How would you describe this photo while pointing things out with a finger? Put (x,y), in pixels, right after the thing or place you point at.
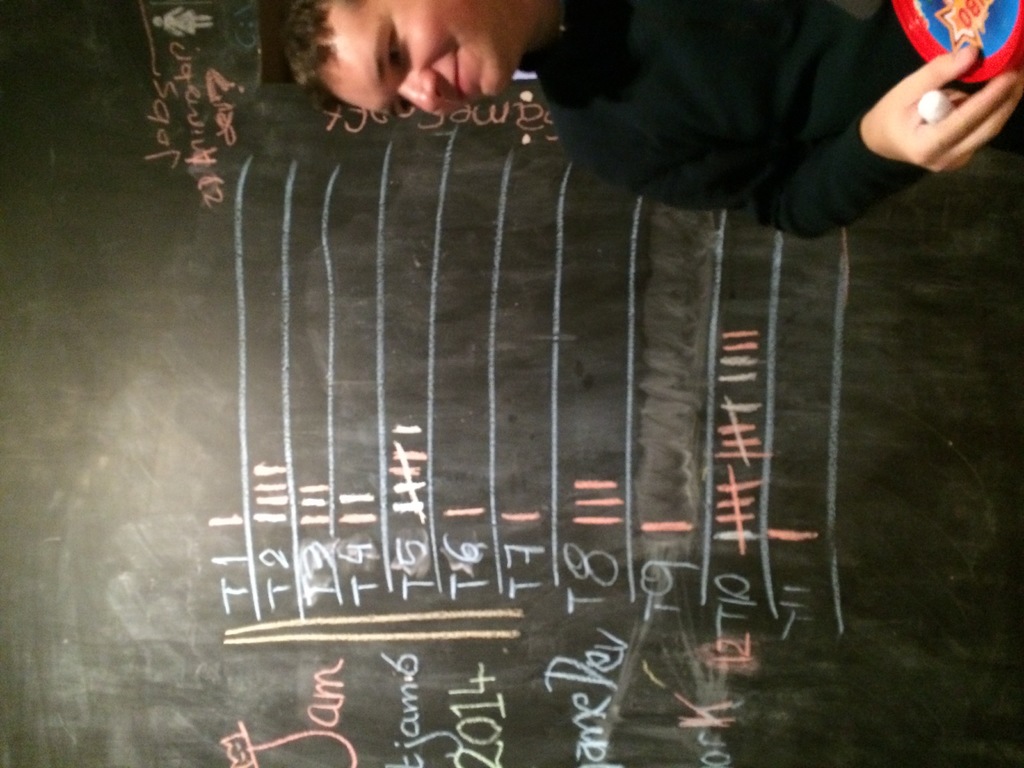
In this image I see the black board (393,448) on which I see words (285,738) and numbers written and I see the lines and I see a man (473,87) over here who is holding a white color thing (939,104) and other thing (943,42) in his hand (1009,82) and I see that he is smiling.
